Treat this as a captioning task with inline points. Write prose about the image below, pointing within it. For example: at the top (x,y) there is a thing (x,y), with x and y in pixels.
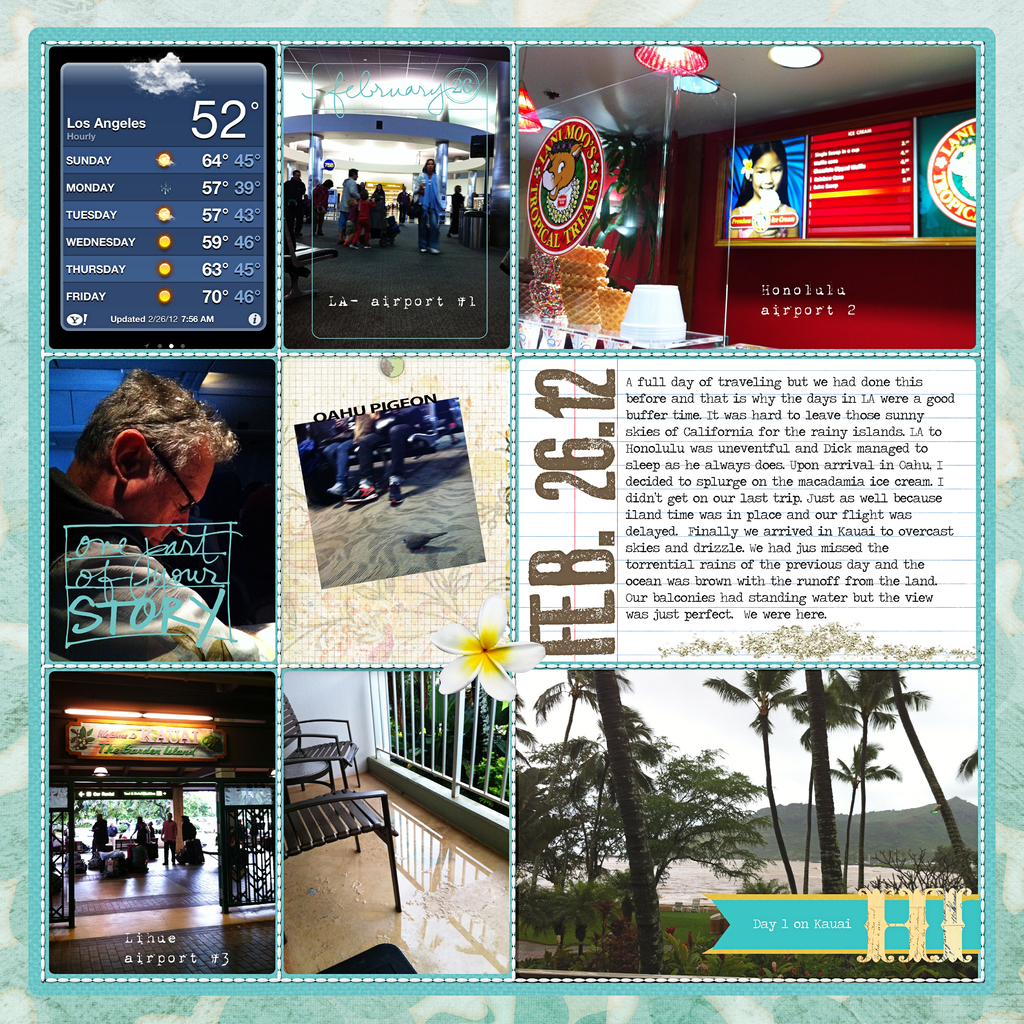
It is a collage picture. In the image we can see some trees (973,767) and frames (984,778) and persons (60,504) and flowers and posters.
